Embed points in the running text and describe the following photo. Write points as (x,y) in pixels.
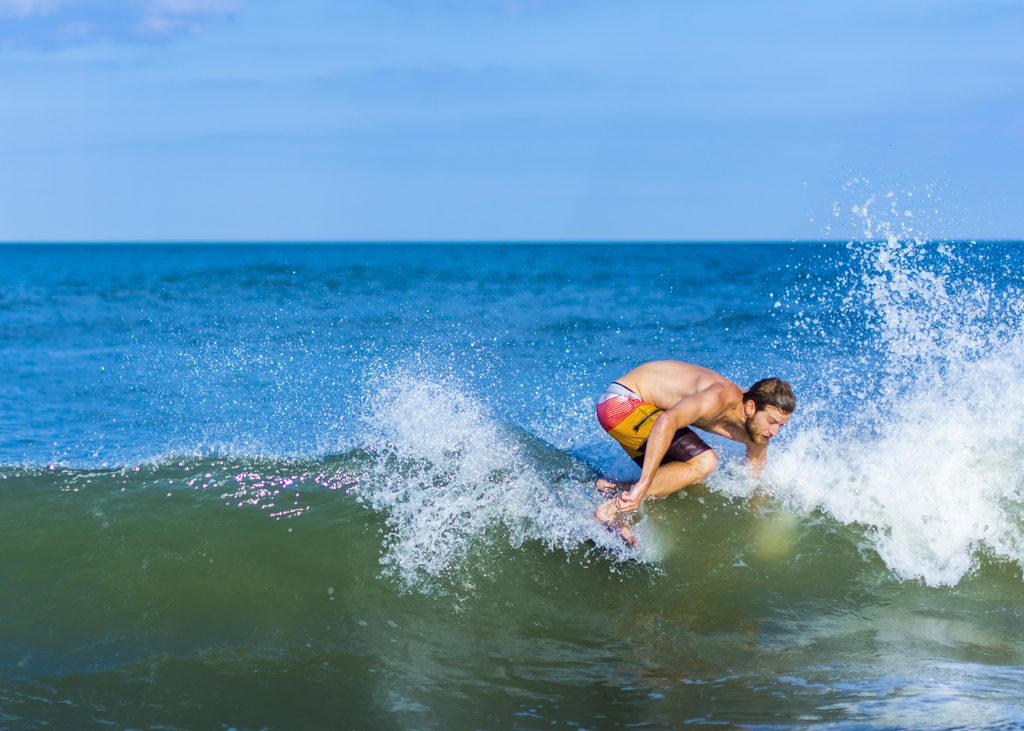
In this image we can see a person (668,462) surfing on the surface of the water (392,488). We can also see the sky (592,14) in the background (553,58).
